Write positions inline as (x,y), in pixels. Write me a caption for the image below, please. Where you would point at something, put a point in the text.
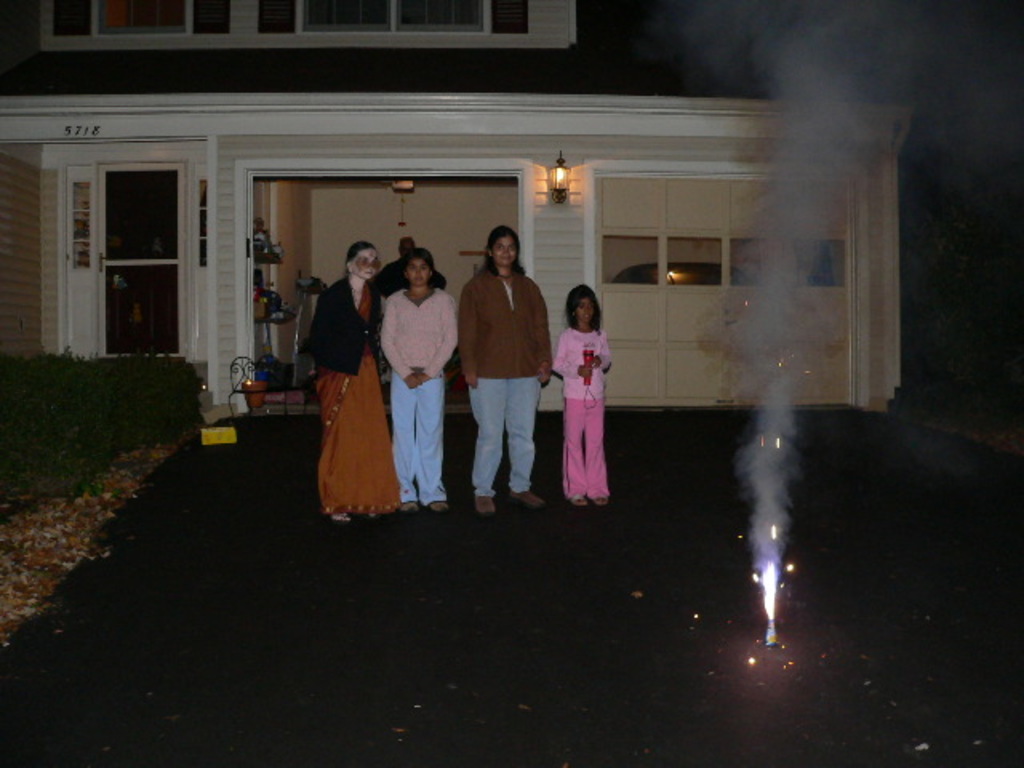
In this image there are a few people (438,429) standing, in front of them there is a cracker (764,594). On the left side of the image (106,425) there are plants (106,411), behind them there is a building (477,189).
